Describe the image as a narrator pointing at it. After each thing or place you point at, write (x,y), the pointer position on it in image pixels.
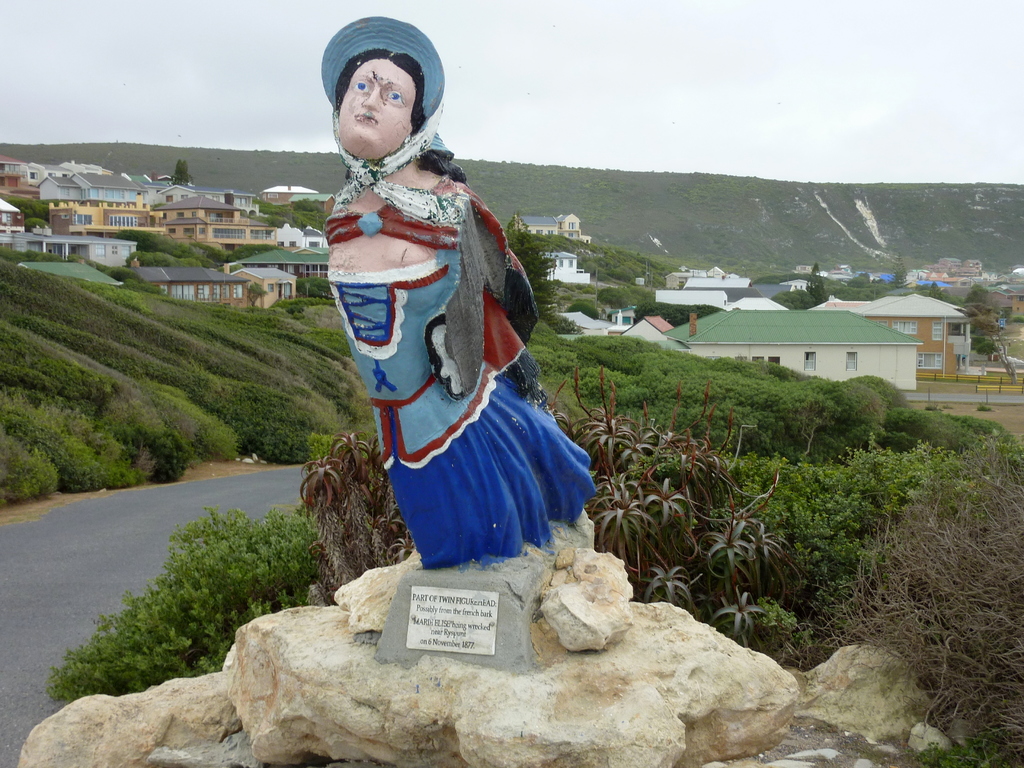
In this image we can see a statue (509,484) and a sign board (471,608) with some text (460,609) on it. In the background (899,374), we can see a group of buildings (722,343) with windows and roof (833,338), group of trees (898,411), mountain (603,196) and the sky (783,121).
